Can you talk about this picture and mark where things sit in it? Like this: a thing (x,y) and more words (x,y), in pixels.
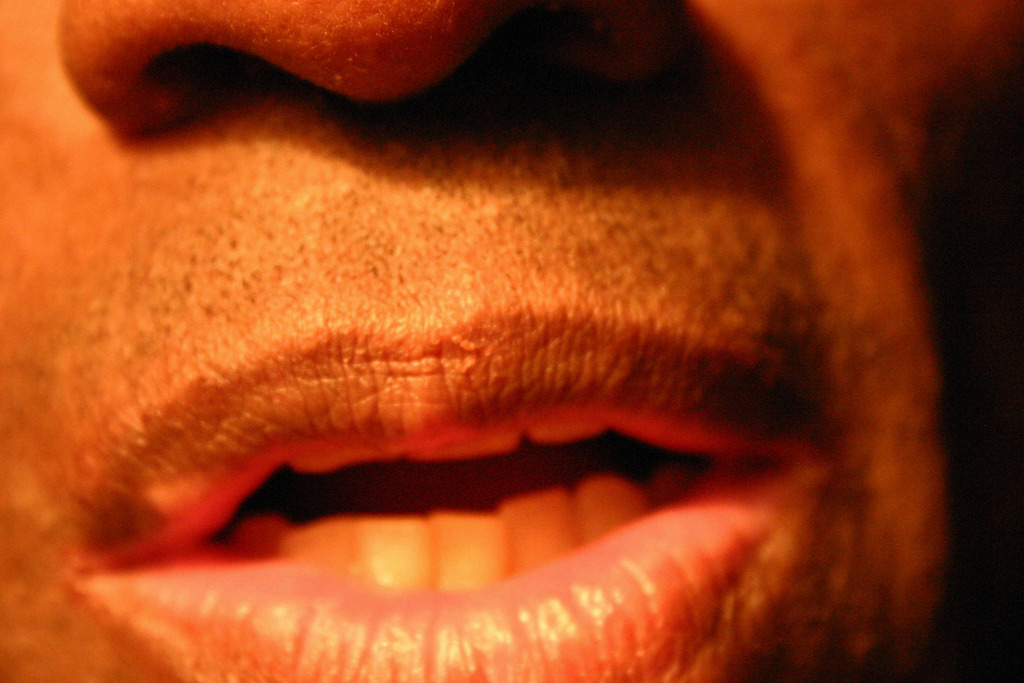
In this picture I can observe mouth (496,621) of a human (517,350). On the top of the picture (193,29) there is a nose (319,18). I can observe teeth (535,520) in the middle of the picture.
